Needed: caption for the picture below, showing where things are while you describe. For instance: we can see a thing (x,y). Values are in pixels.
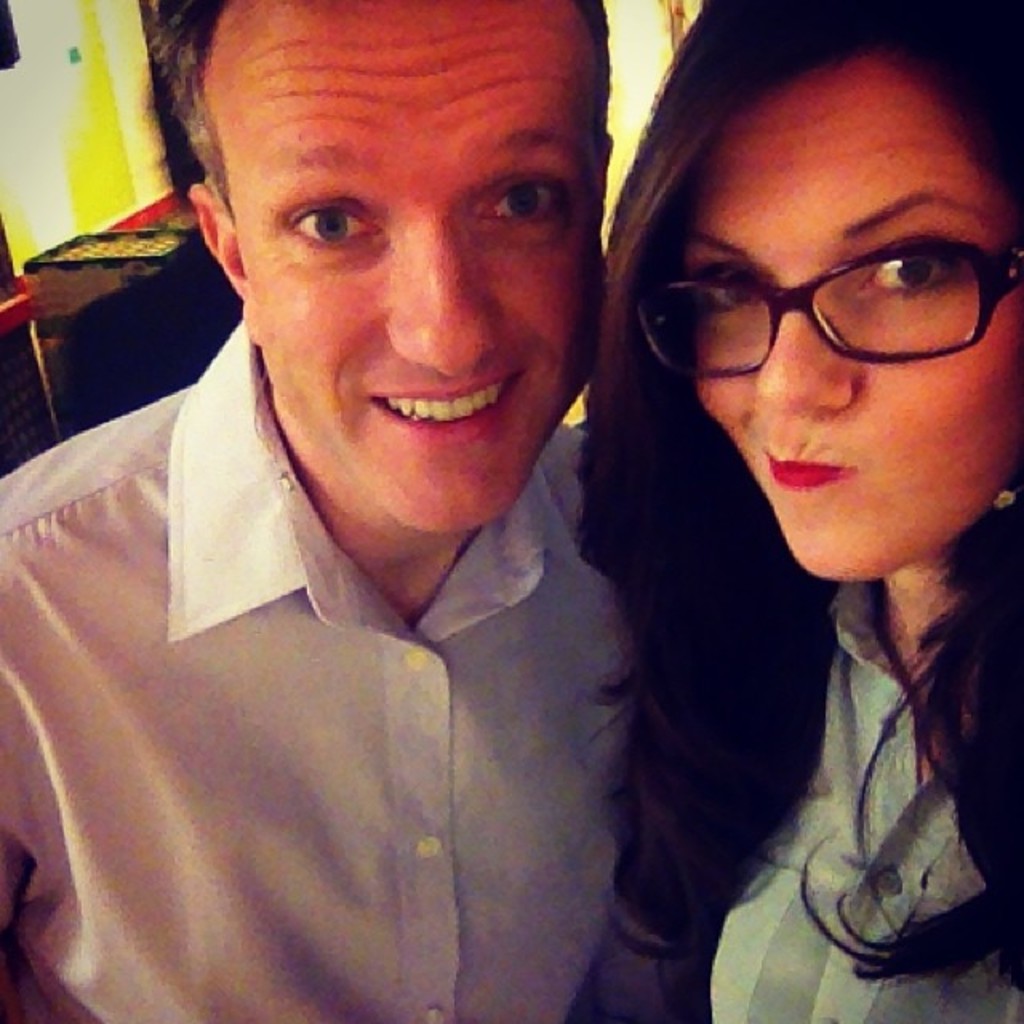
Here we can see a man (334,462) and a woman (962,764). In the background (43,222) we can see a person (199,274), wall (29,183) and other objects (84,239).
